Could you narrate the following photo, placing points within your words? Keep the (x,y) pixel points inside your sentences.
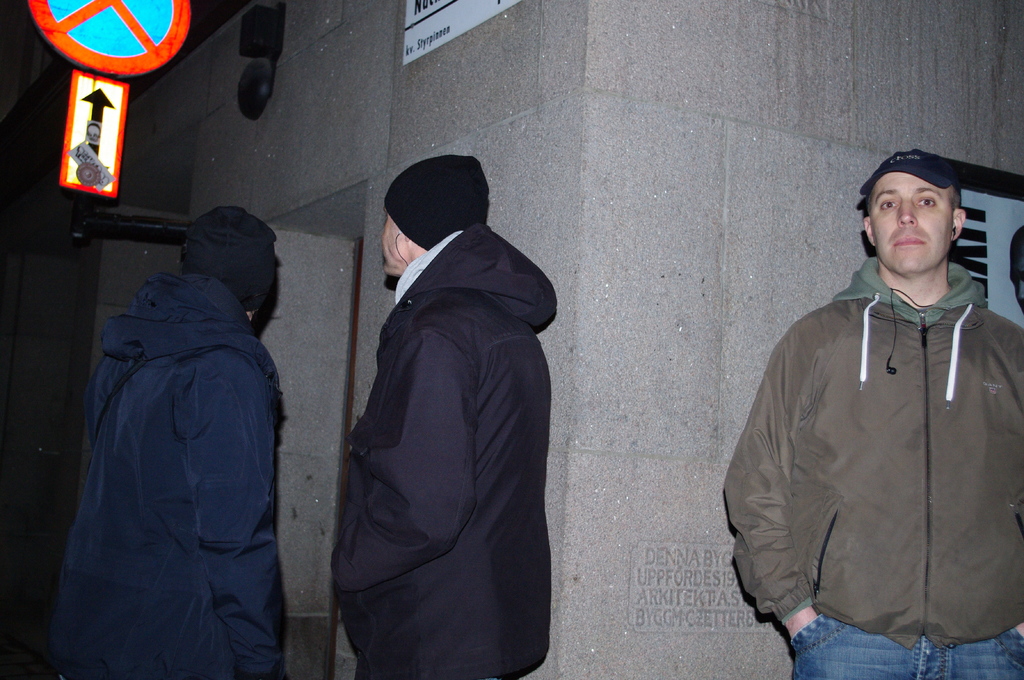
In this picture I can see there are few people (476,408) standing here and they are wearing coats (450,263) and caps (909,167) and there is a precaution board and a wall (688,276) in the backdrop (677,567) and there are posters (994,226) on it.
